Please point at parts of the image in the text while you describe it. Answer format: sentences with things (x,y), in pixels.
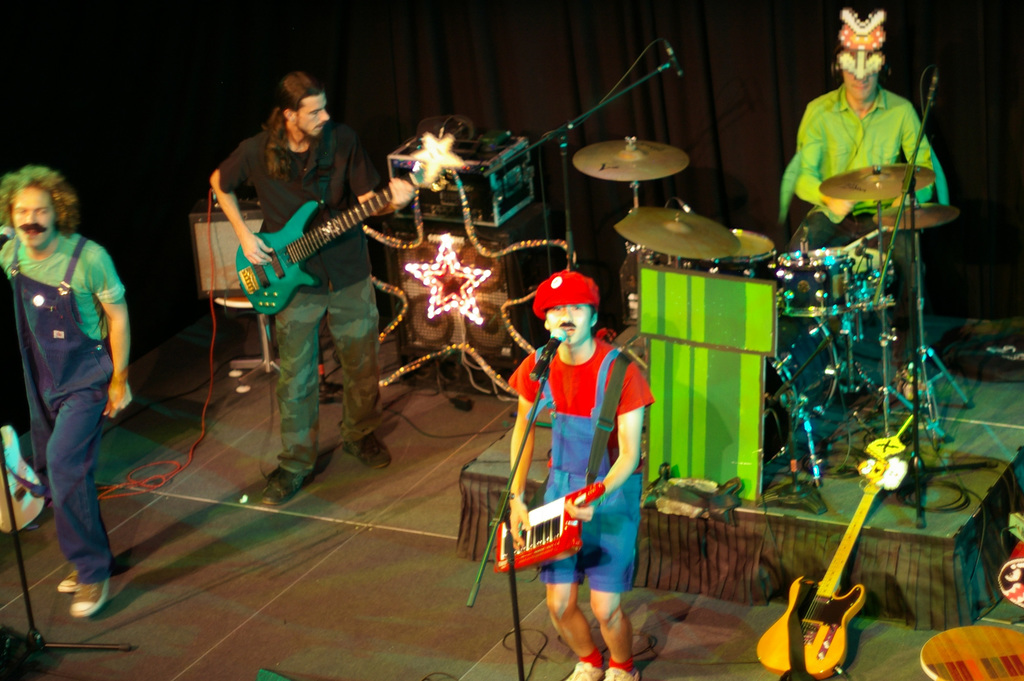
musical concert is going on. the person (587,376) at the front (595,465) is playing keyboard (536,534) and singing. the person (346,178) at the left (323,148) back is playing guitar (278,269). the person (836,240) at the right (840,222) back is playing drums (835,266) and wearing a mask (861,36). at the right corner (817,610) there is a guitar (813,626) in the front (783,615).
